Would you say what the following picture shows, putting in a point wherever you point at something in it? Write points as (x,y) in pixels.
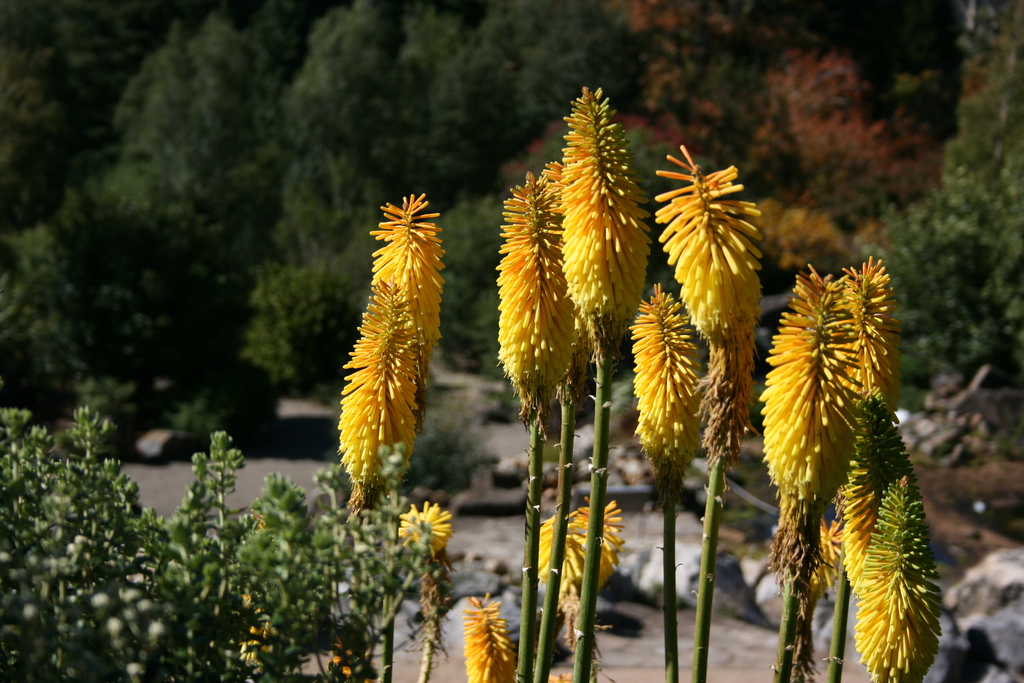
This picture contains plants (391,392) which are flowering. In the left bottom of the picture (166,549), we see a plant (48,593). There are many trees (642,139) in the background (848,200). This picture is clicked in the outskirts.
